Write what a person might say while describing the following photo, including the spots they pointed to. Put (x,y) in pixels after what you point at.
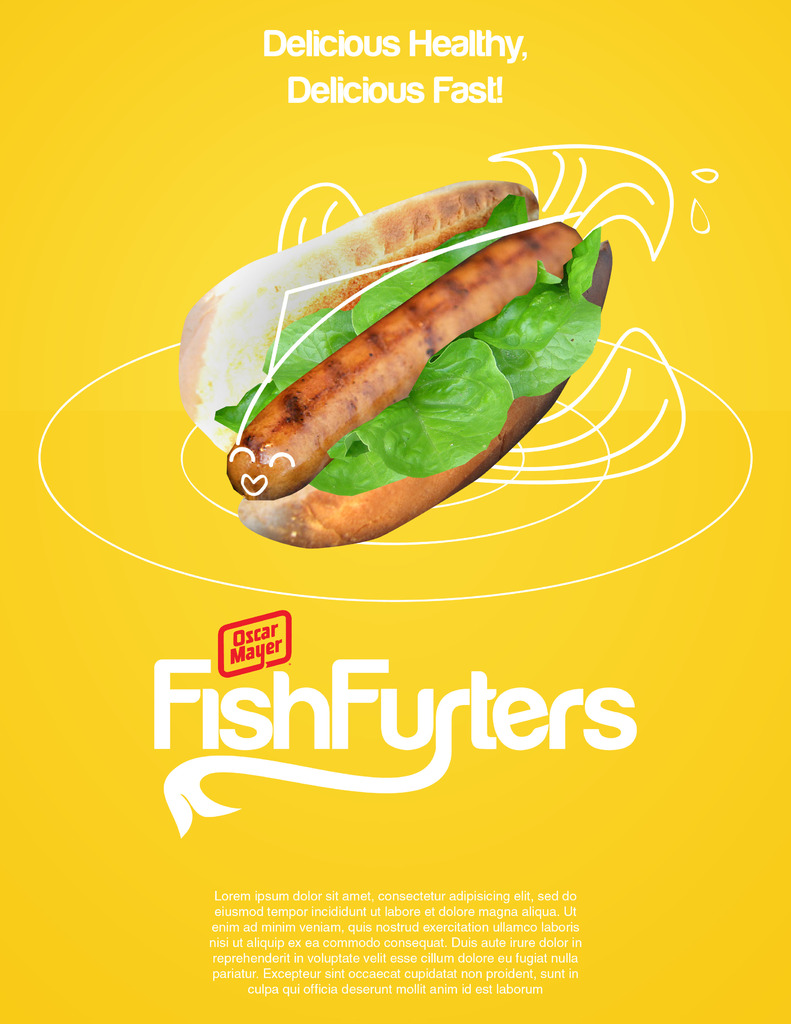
In this image, we can see some food (558,391) and text (603,694).
